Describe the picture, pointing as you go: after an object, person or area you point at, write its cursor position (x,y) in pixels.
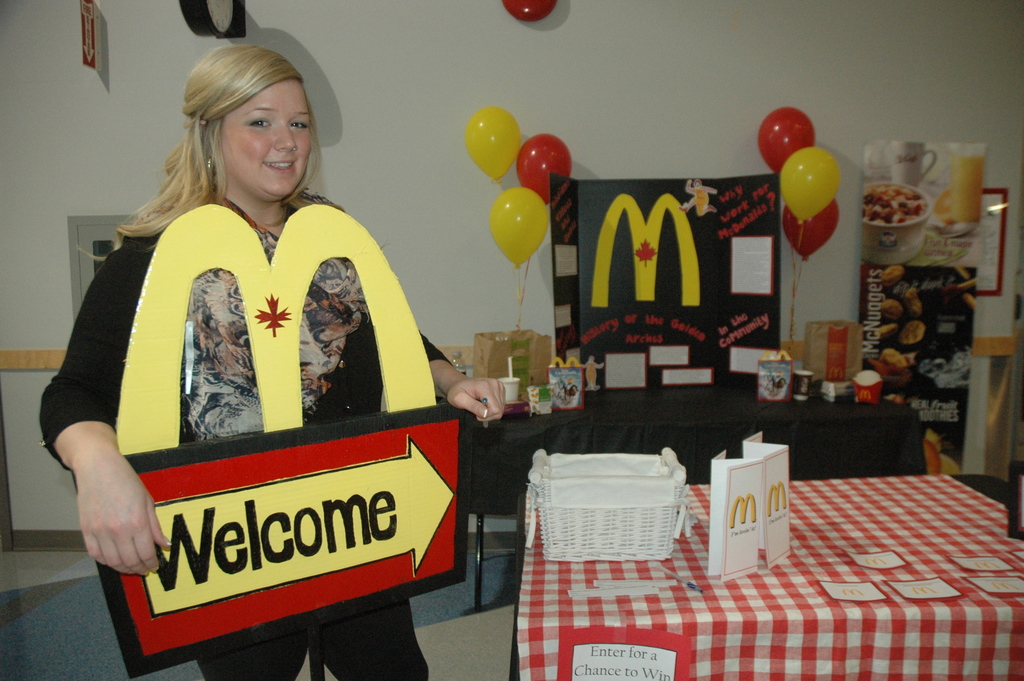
On the left (121,341) we can see a woman (155,552) is standing on the floor (485,595) and kept her hands (144,498) on a name board stand (299,595). On the right (745,524) there are cards (743,564) and a basket (659,511) on a cloth (817,674) on a table (771,672). In the background (86,58) there are objects (573,385), frame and a small board (98,51) on the wall (781,293). There are photo frames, posters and texts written on a sheet (597,320), balloons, cups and a packet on the table (580,449) and on the right (944,195) we can see a hoarding (909,293) and other objects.
